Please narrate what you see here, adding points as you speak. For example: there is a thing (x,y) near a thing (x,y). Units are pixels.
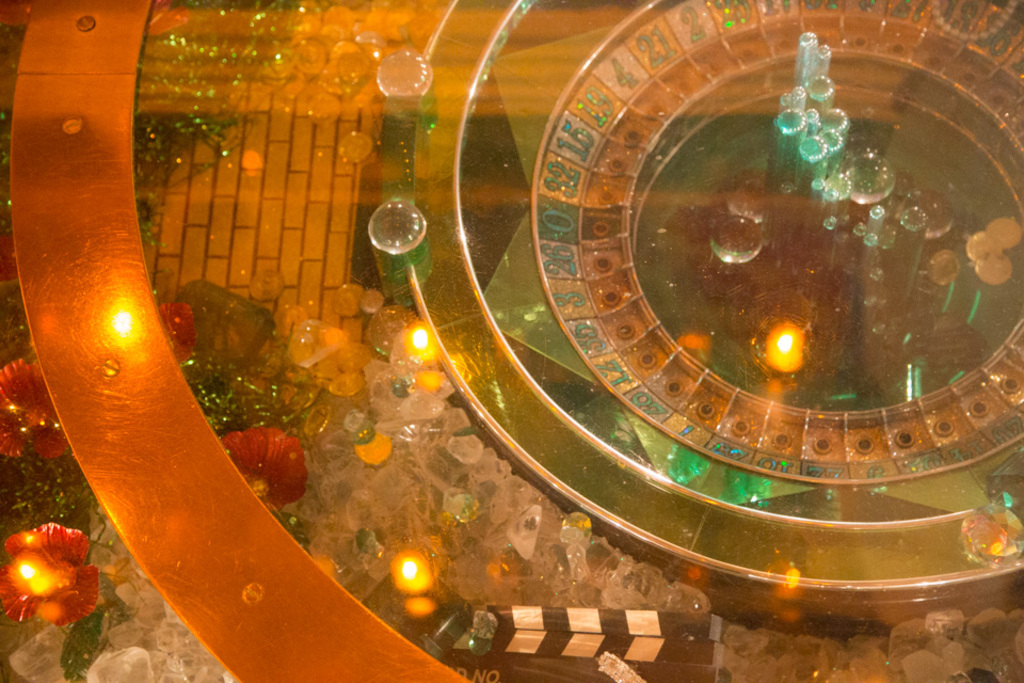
In this image we can see a glass object (922,483).
